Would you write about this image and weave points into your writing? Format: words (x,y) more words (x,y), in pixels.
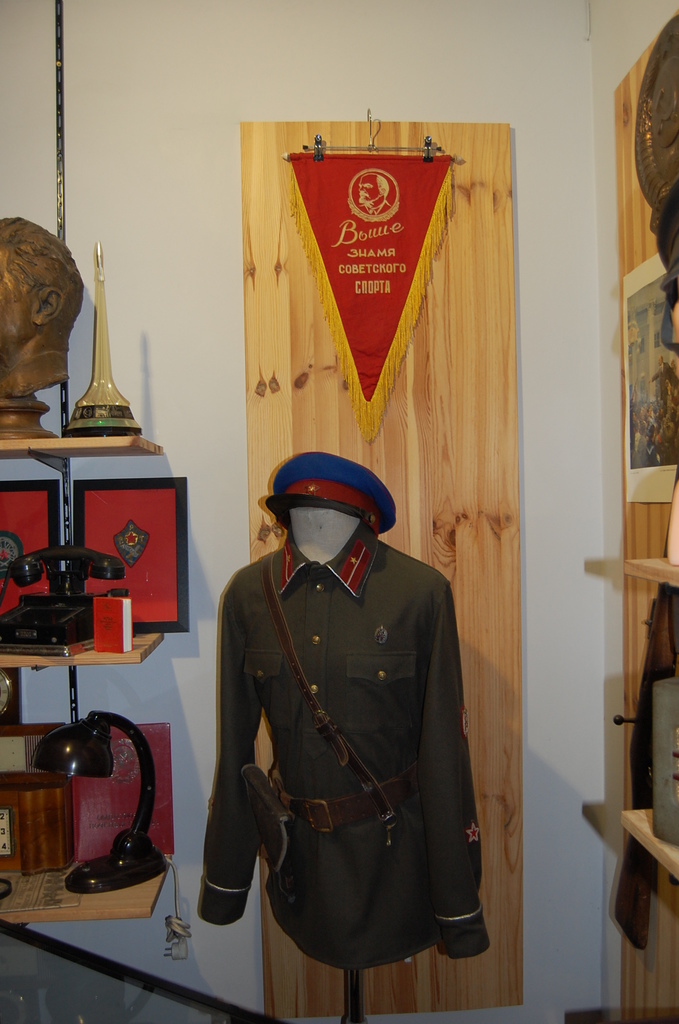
In the middle of this image (387,590), there is a cap (274,507) attached to a uniform (413,656). On the left side (118,860), there is a light (126,854), a telephone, a memento (100,267), a box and other objects (102,527) arranged on the shelves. On the right side (627,969), there is a cupboard (637,832). In the background (413,242), there is a red color flag (409,202) attached to a wooden surface (316,131). This wooden surface (506,265) is attached to a white wall (231,83).
